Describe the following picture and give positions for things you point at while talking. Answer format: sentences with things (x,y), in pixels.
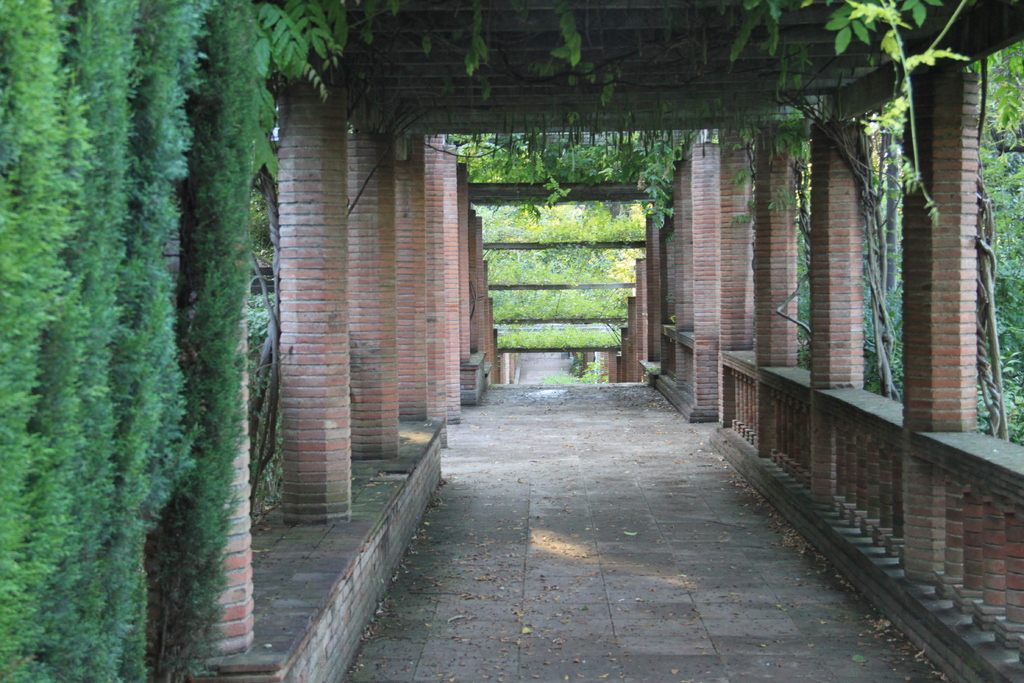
In this image we can see pillars (393,353), wall (284,622), railing (743,427), floor (653,522) and roof (637,112). On the left side (153,313) we can see creepers (160,302). In the background (537,181) there are plants (494,179).
